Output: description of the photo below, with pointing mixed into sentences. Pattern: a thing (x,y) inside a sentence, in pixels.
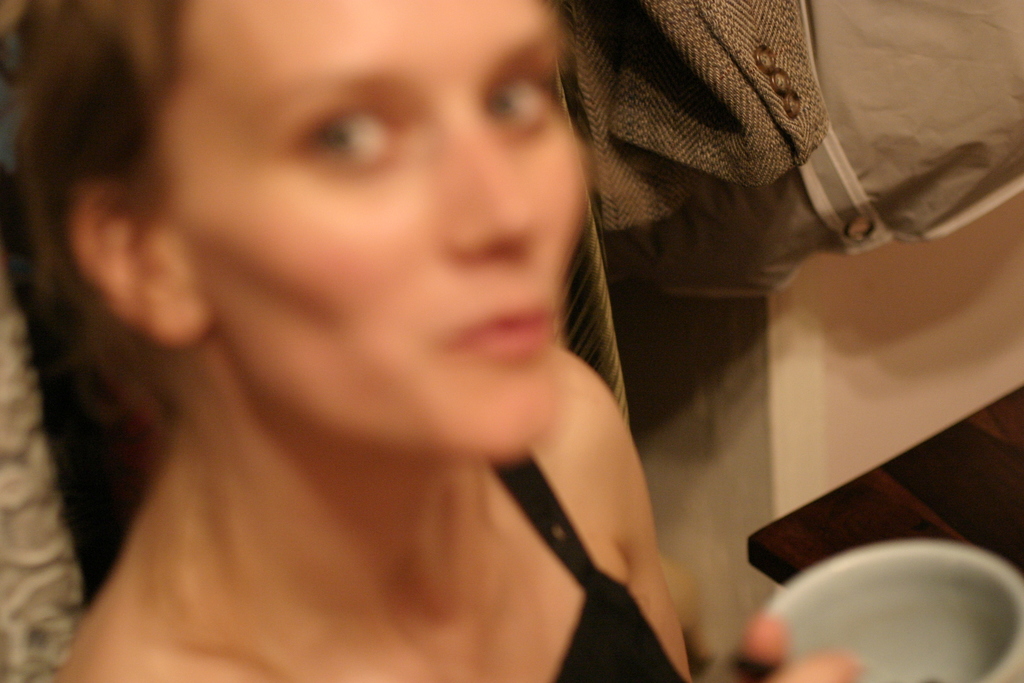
This image was slightly blurred. There is a woman (230,497) wearing a black dress (603,602) and holding a cup (1002,580) besides her there is a table (871,480).
